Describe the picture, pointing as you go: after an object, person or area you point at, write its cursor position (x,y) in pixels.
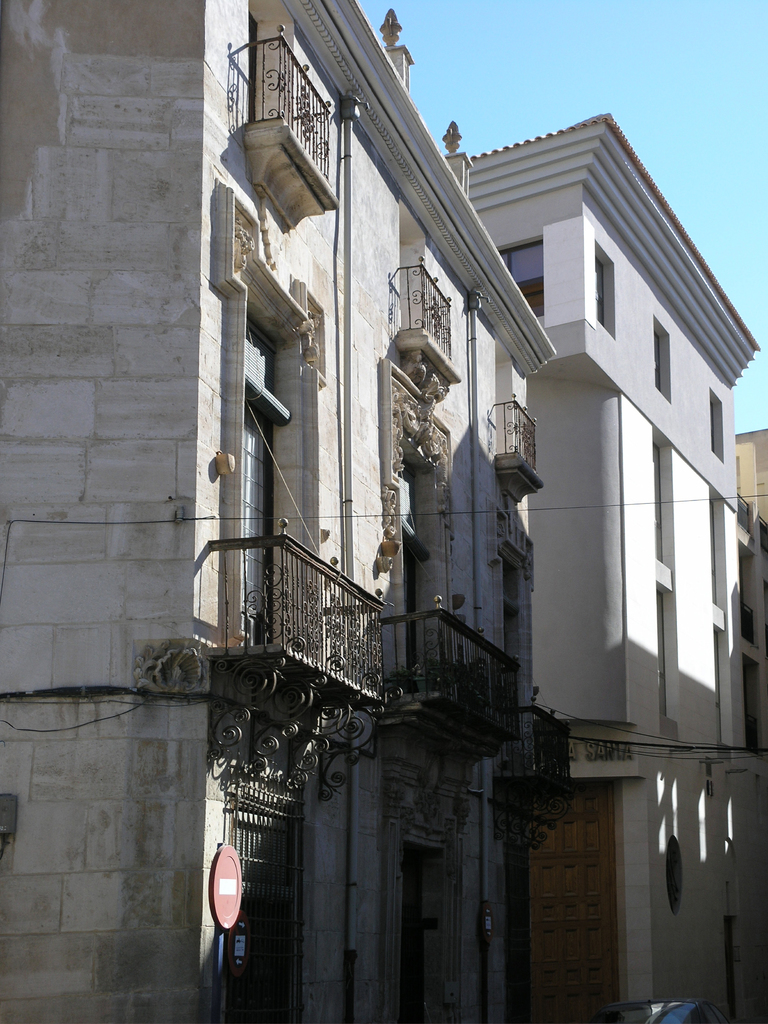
In this image there are buildings (510,344), for that buildings (256,237) there are windows (264,507), that windows (264,497) are covered with grills (362,618).
